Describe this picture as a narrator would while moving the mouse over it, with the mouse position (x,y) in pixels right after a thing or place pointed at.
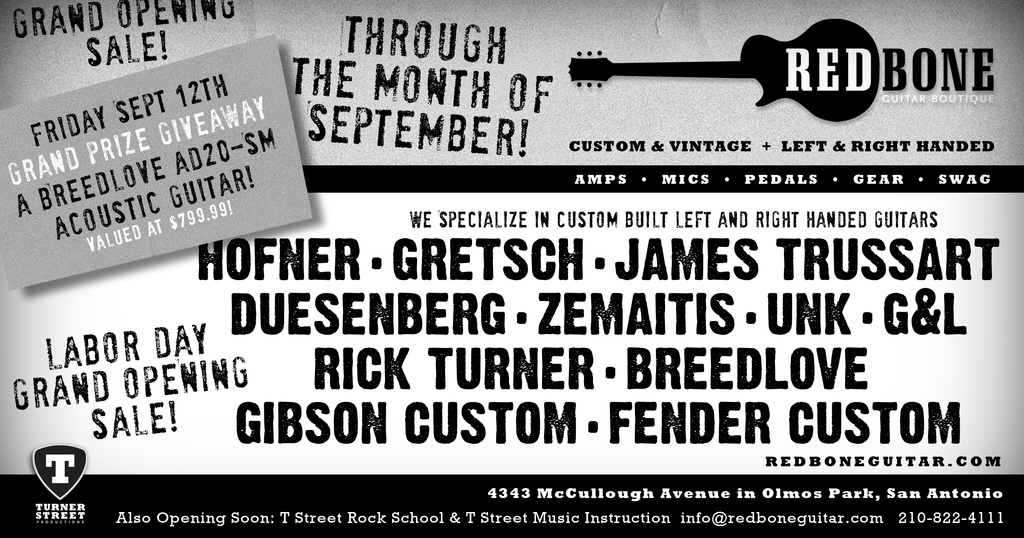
In this image I can see a pamphlet (490,215) which is in black, white and ash color. I can see something is written on the pamphlet (692,283). There is a symbol (692,65) of the guitar (798,97) on the pamphlet (379,286).
